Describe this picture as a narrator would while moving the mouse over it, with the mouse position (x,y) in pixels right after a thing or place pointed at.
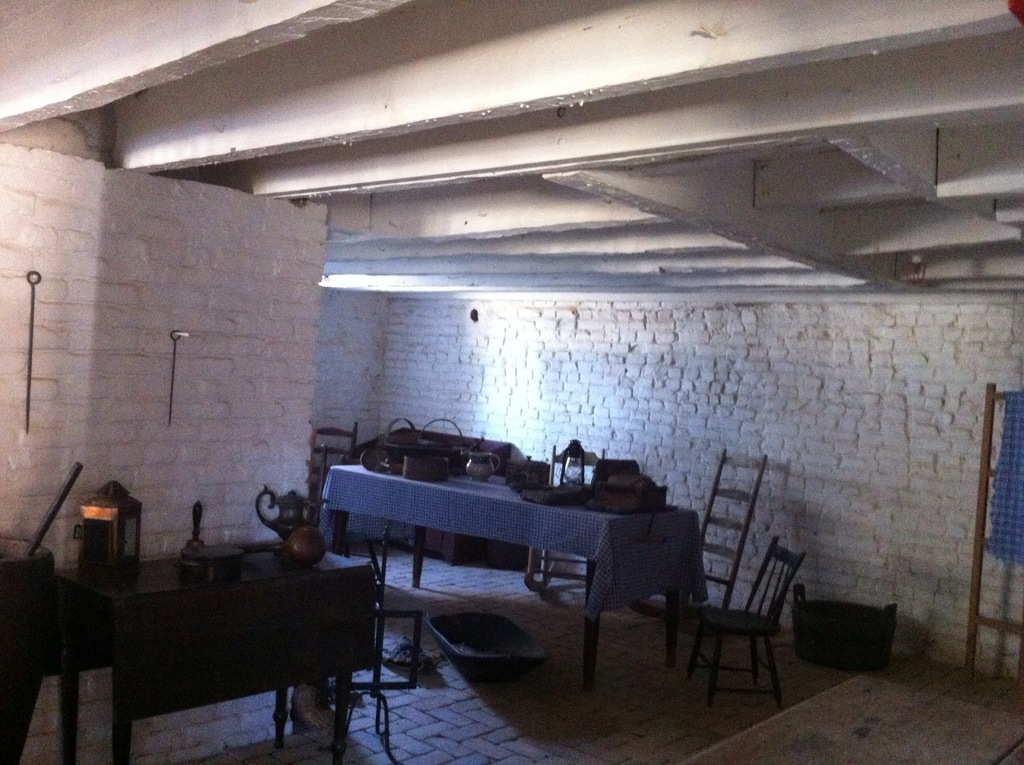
In this picture there is a table (362,495) which has few objects (249,550) placed on it and there is another table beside it which has some other objects (537,485) placed on it and there are few chairs (589,463) beside it and there is a brick wall (480,332) which is in white color in the background (605,351).
